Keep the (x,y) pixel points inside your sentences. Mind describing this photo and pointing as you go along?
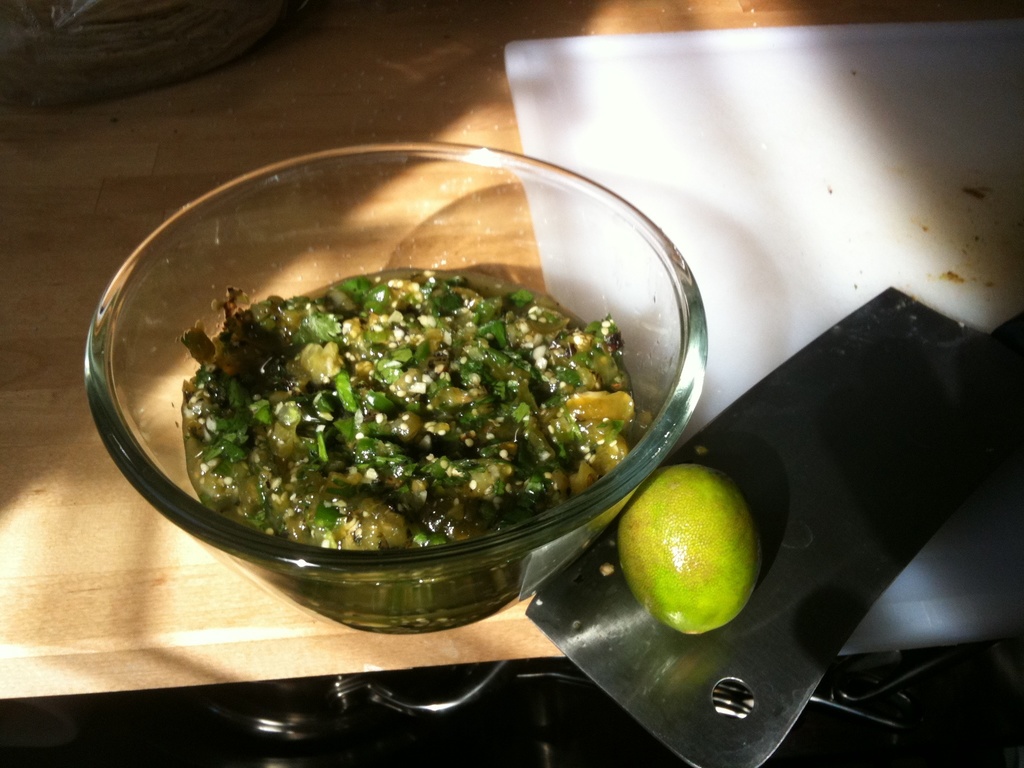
In this image I can see the cream colored surface (199,139) and on it I can see a knife (823,568), a lemon (727,546) which is green and brown in color and a glass bowl (571,239). In the glass bowl (462,208) I can see the paste (388,354) which is green, brown and white in color.
